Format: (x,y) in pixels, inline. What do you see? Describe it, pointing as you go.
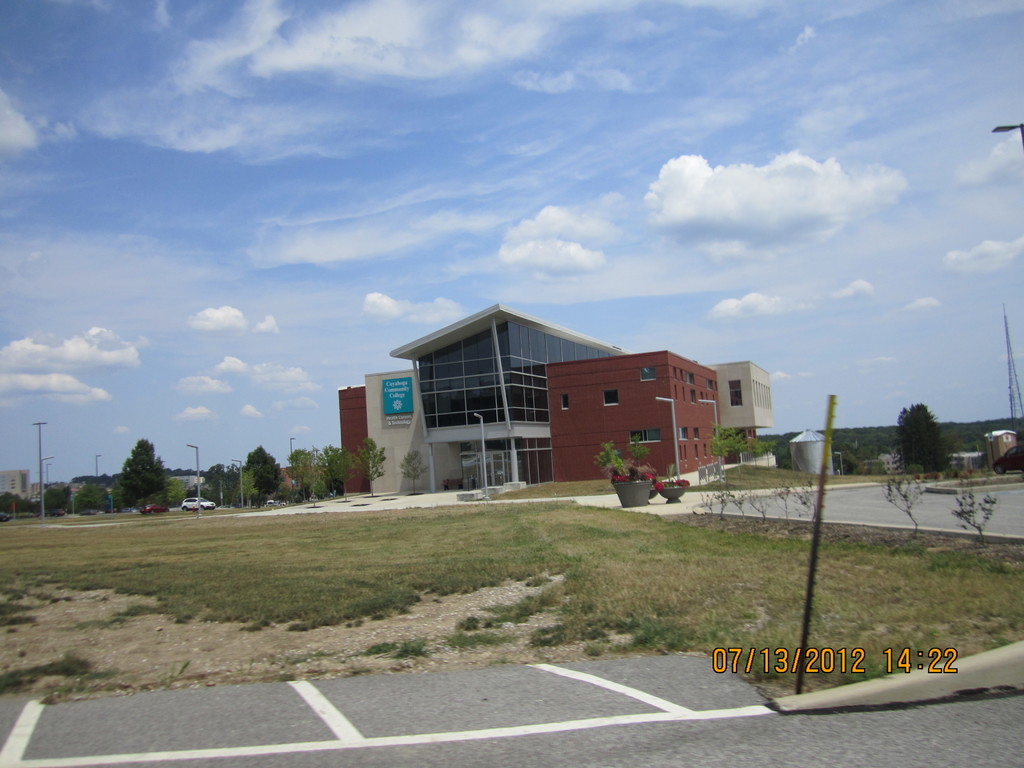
In this picture we can see the road (611,737), the grass ground (638,634), flower pots (636,479) and at the background (159,483), we can see buildings (492,470) surrounded by trees (214,479) and poles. Here the sky (70,419) is blue.
